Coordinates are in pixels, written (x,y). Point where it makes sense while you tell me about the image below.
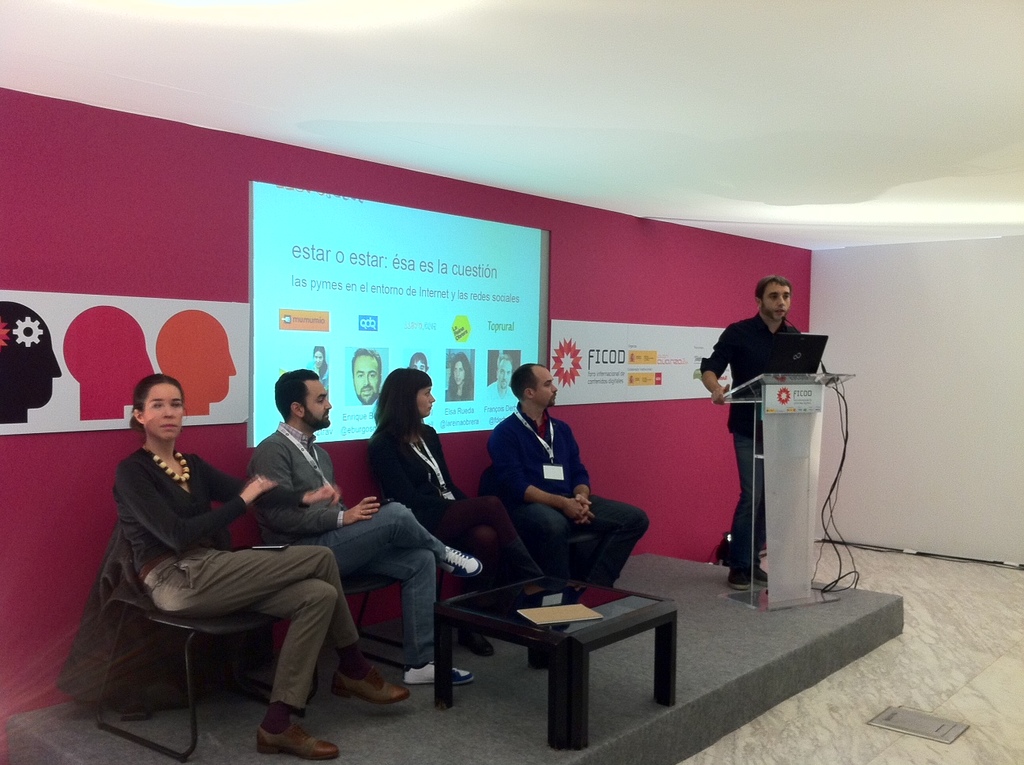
In the center of the image (406,509), we can see people (331,503) sitting on chairs (354,580) and wearing id cards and on the right (751,350), there is a person (756,366) standing in front of podium (780,501), we can see a table (569,639) on the stage (711,671). In the background (395,286), there is a screen (469,263) and a wall (690,233).
